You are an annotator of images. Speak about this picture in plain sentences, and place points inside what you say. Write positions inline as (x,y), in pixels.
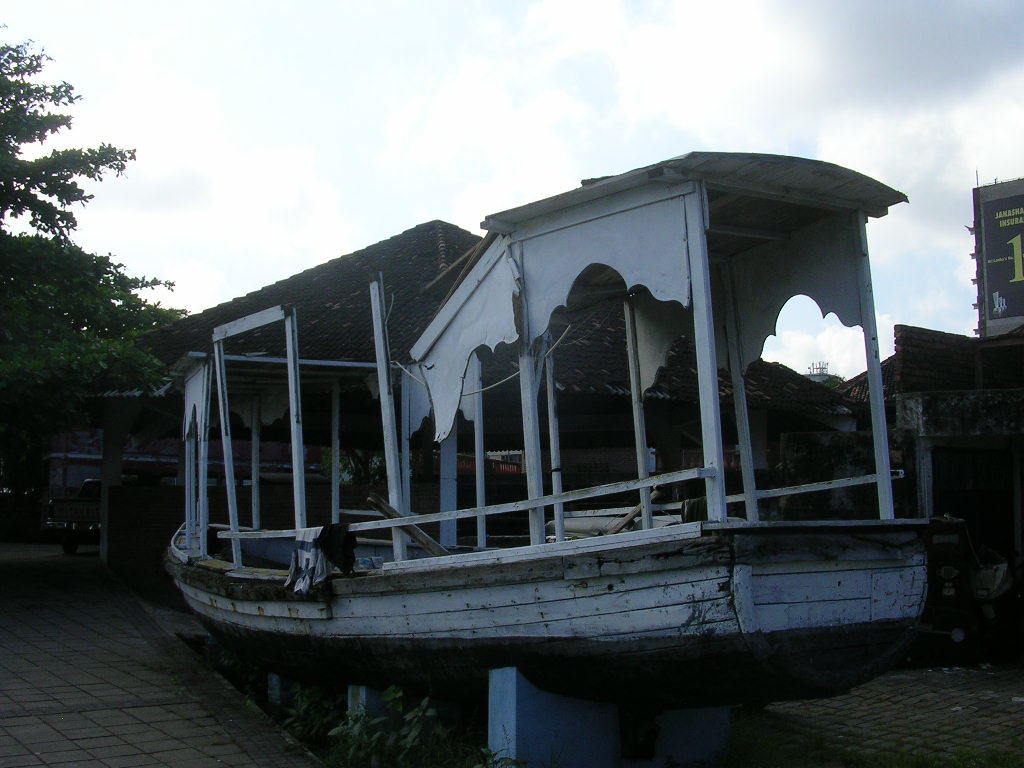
In this picture there is a boat (514,602) which is placed on an object (540,709) and there are few clothes (310,556) placed on it and there is a vehicle (53,509) and a tree (49,259) in the left corner (41,269) and there is a hoarding board (995,251) in the right corner (989,229) and the sky (961,291) is a bit cloudy.
